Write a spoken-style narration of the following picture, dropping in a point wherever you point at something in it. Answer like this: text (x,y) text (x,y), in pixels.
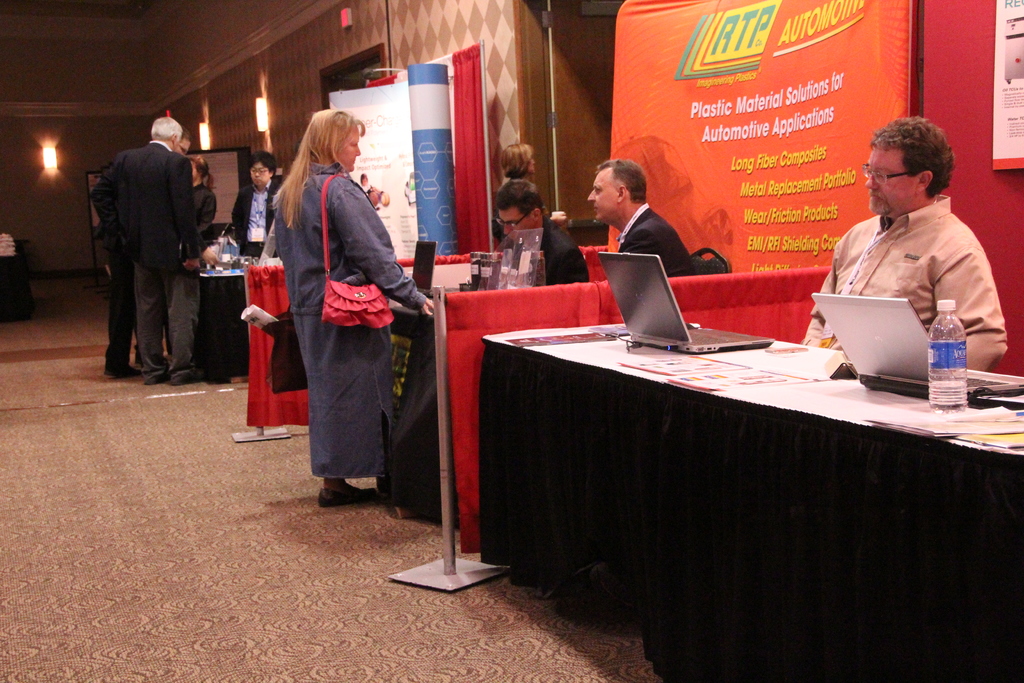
In this image there are group of persons (280,217) standing and sitting. In front (708,433) there is a table (720,424) covered with black colour cloth (722,480). On the table (817,392) there are laptops (869,356), water bottle (935,398), books (971,421). In the background (656,107) there is a board (657,89) with orange colour with a name (736,57) written RTP Automotive plastic material solutions for automotive applications long fiber composites metal replacement portfolio. Left side (154,187) there is a person (195,189) standing in front of the table (210,279) which is covered with black colour cloth (219,300). In the background (261,98) there are lights (53,160) hanging on the wall (225,115). In the center (345,236) a woman (337,371) is standing holding a pink colour purse (351,295) along with her.
